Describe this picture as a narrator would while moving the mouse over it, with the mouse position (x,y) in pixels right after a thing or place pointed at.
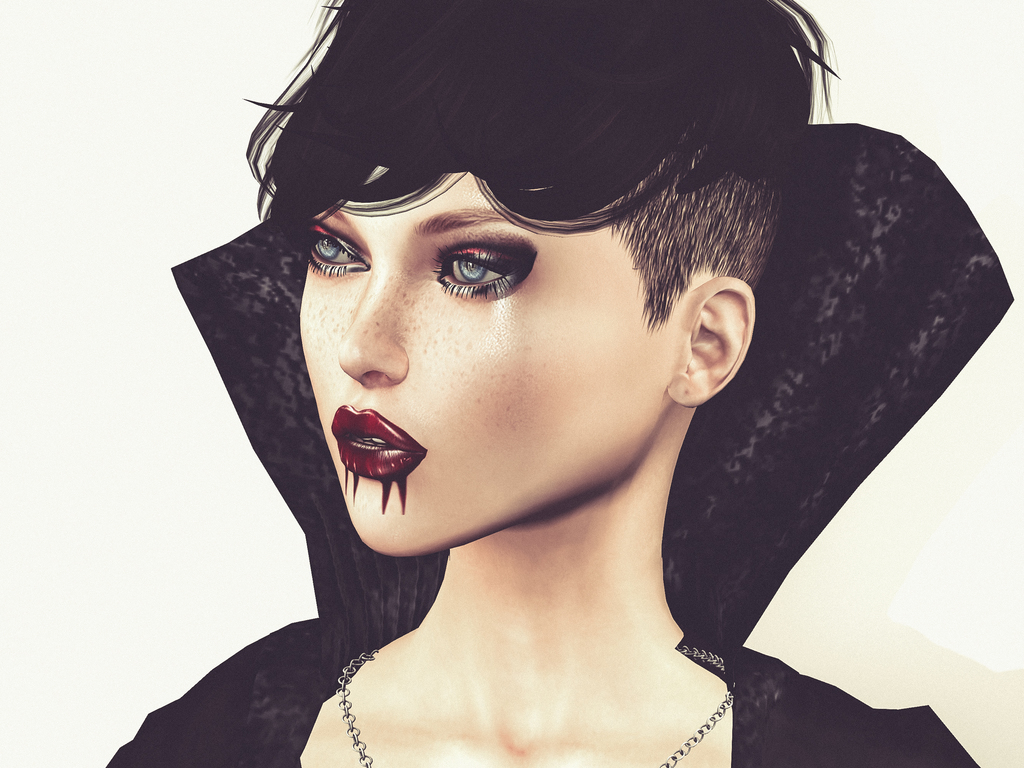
In the center of the image (452,399) we can see an animated picture of a lady (492,516).
